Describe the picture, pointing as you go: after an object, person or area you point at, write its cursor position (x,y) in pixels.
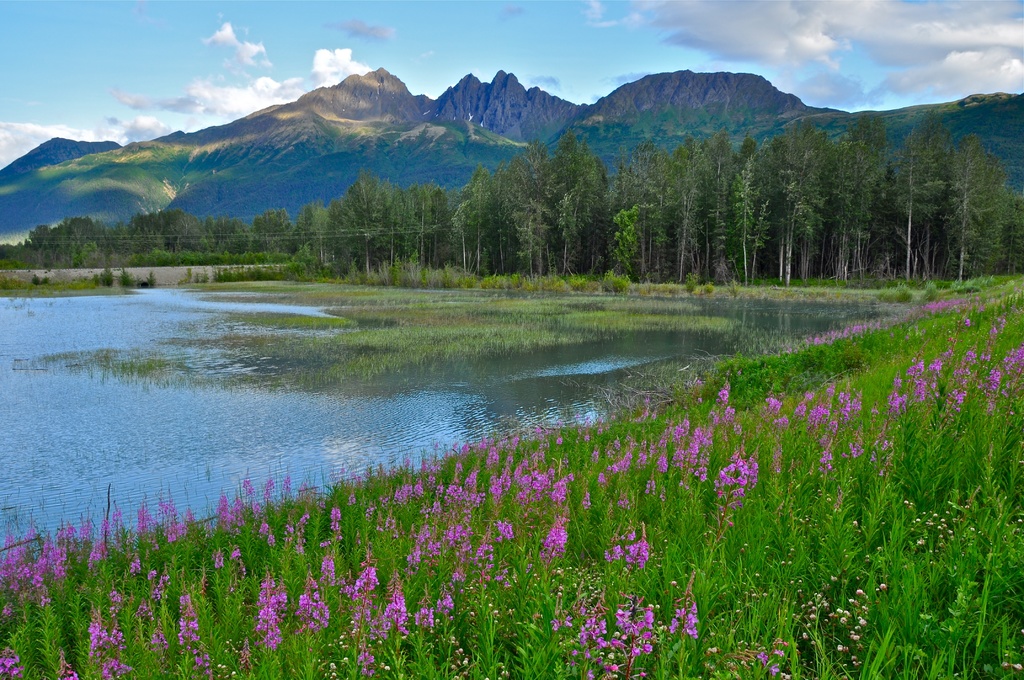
This is an outside view. At the bottom (454,618) there are few plants (836,570) along with the flowers (383,623). On the left side (106,334) there is a river (133,392). In the background (477,257) there are many trees (681,231) and hills (237,127). At the top of the image (119,69) I can see the sky (186,97) and clouds (204,108).
